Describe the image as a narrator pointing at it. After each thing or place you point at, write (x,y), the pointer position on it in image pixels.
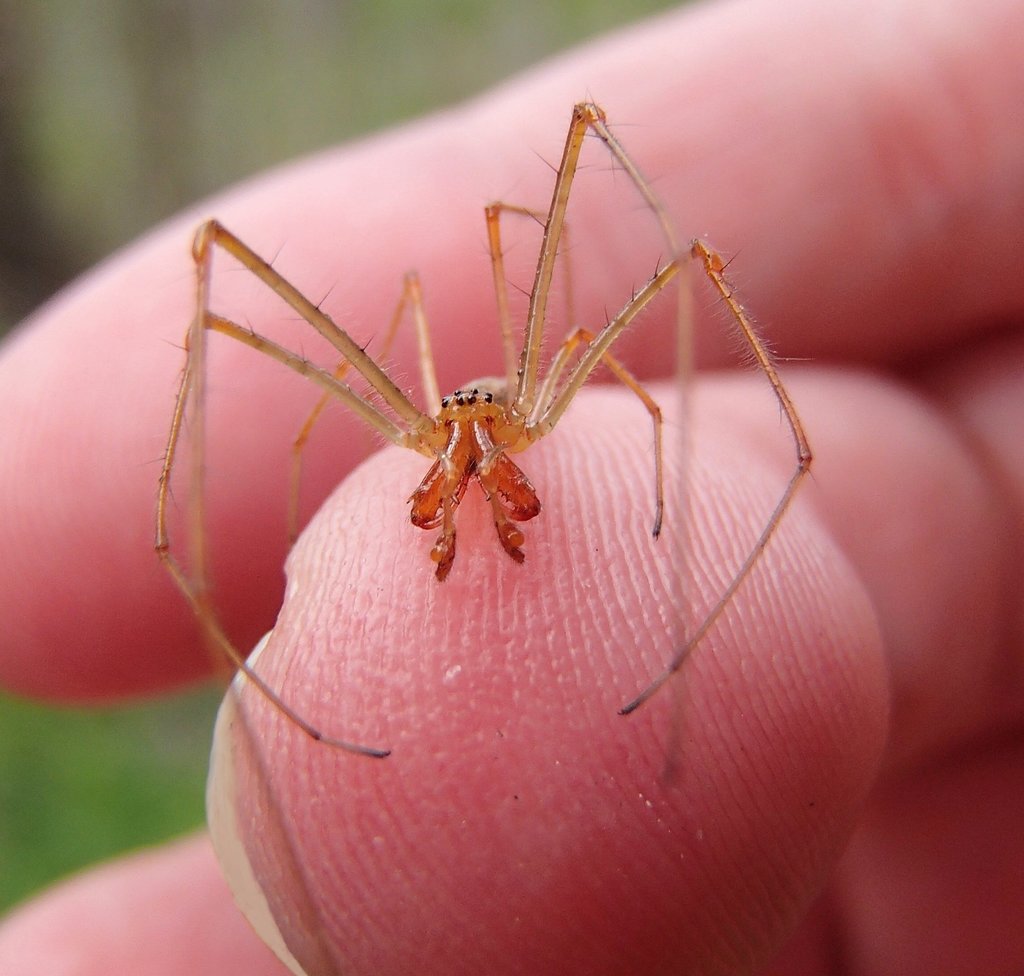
There is one spider (312,318) on a finger (596,636) of a person (276,406) as we can see in the middle of this image (446,643).
